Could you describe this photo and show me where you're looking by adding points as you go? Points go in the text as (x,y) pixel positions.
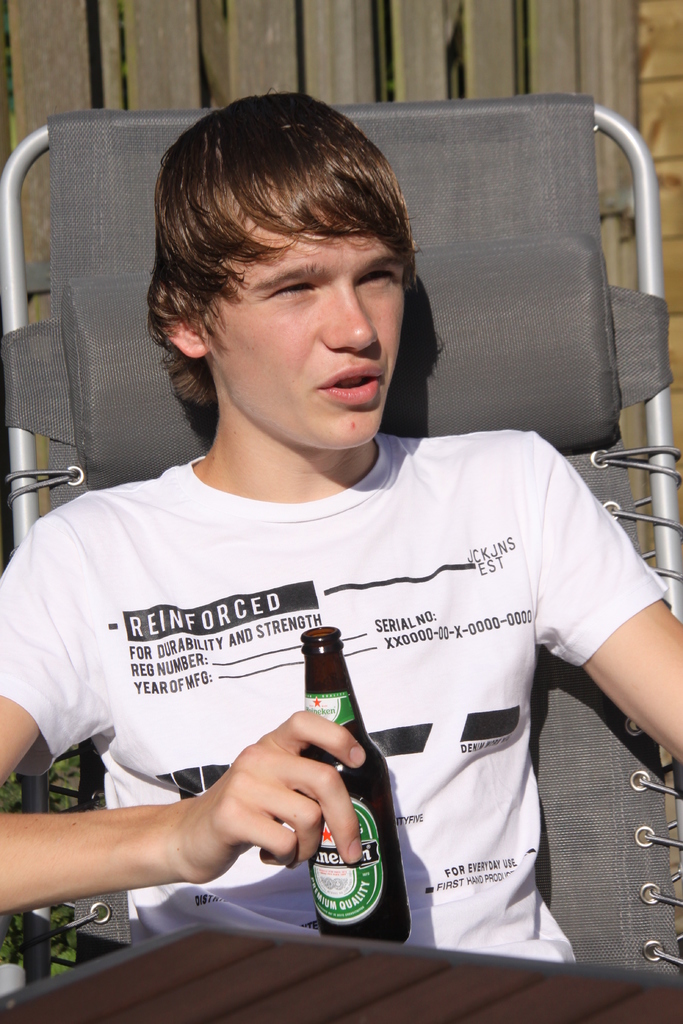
In this image I can see a person (527,809) sitting on the chair (565,752) and holding the bottle (382,827).
